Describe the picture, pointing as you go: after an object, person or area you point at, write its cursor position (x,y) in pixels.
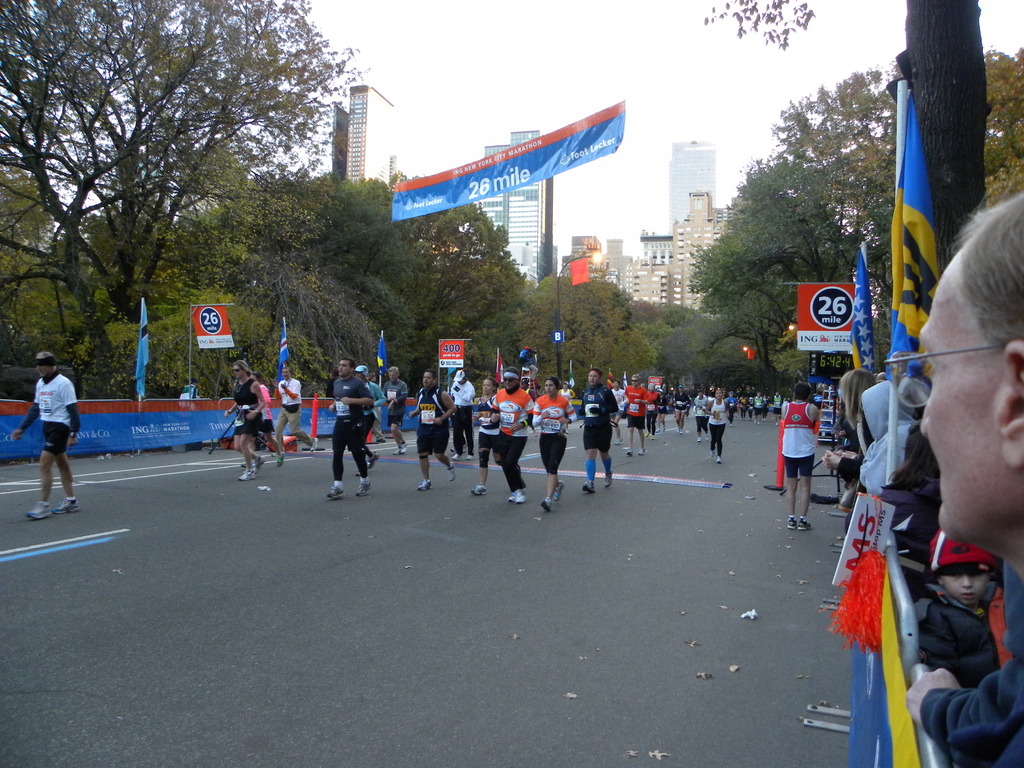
In this image we can see a group of persons (595,384) running on a road (279,488). Behind the persons (436,396) we can see barriers (135,416), banners (146,416), boards (830,341), flags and trees (174,348). On the boards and banners (115,418), we can see the text (816,339). On the right side (836,459), we can see the person's (915,541), flags (861,702), banners (876,705) and barriers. In the background (689,317), we can see a group of trees (734,285) and buildings (613,250). At the top (606,209) we can see the sky (555,197) and a banner (563,155). On the banner (432,196) we can see the text (567,153).
